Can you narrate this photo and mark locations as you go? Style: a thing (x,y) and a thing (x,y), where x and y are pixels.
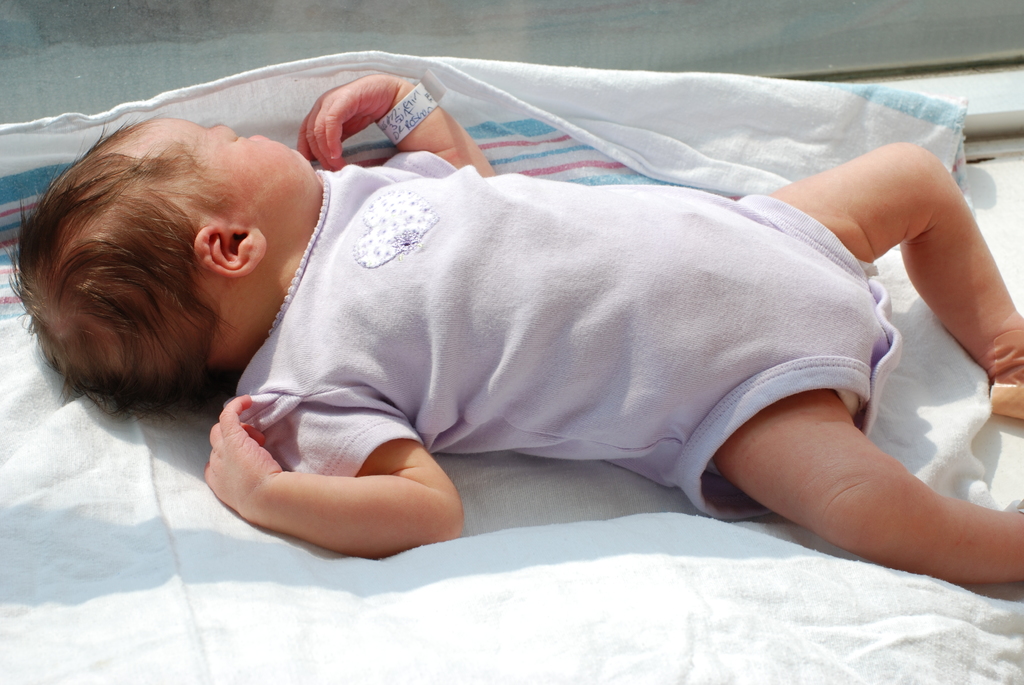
In the picture we can see a baby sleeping on the white color cloth (641,663).
